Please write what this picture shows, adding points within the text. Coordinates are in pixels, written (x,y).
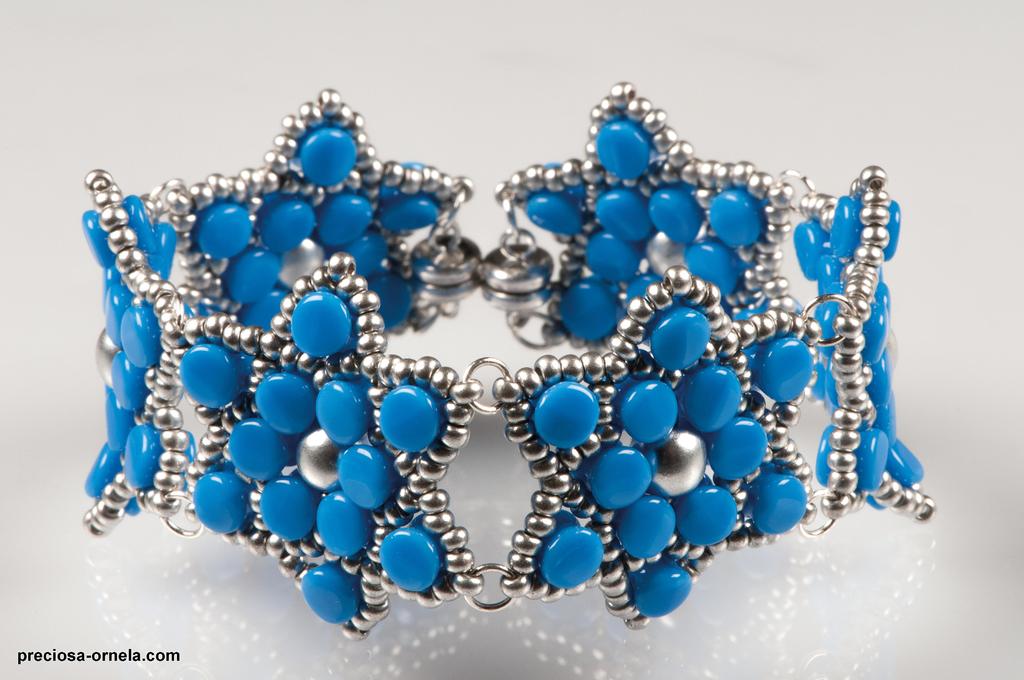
In the center of this picture (575,357) we can see a bracelet (602,477) studded with the blue color pearls (701,392). In the bottom left corner (146,655) we can see the text (84,658) on the image.
